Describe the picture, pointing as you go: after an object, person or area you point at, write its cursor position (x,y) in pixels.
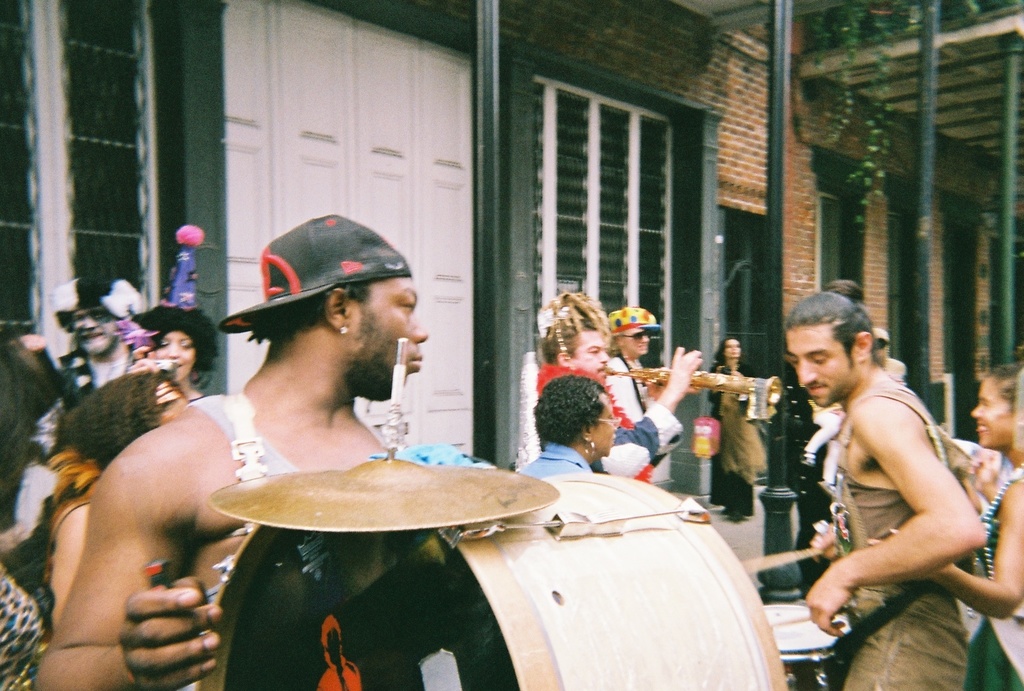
In this image I can see a man (253,394) who is holding a drum (451,592) and the right side of the image (864,460) we have few people (642,451) who are dancing and playing musical instruments (618,373). In the background of the image (496,456) we have house (682,202), a door (458,189) and a window (582,205).
